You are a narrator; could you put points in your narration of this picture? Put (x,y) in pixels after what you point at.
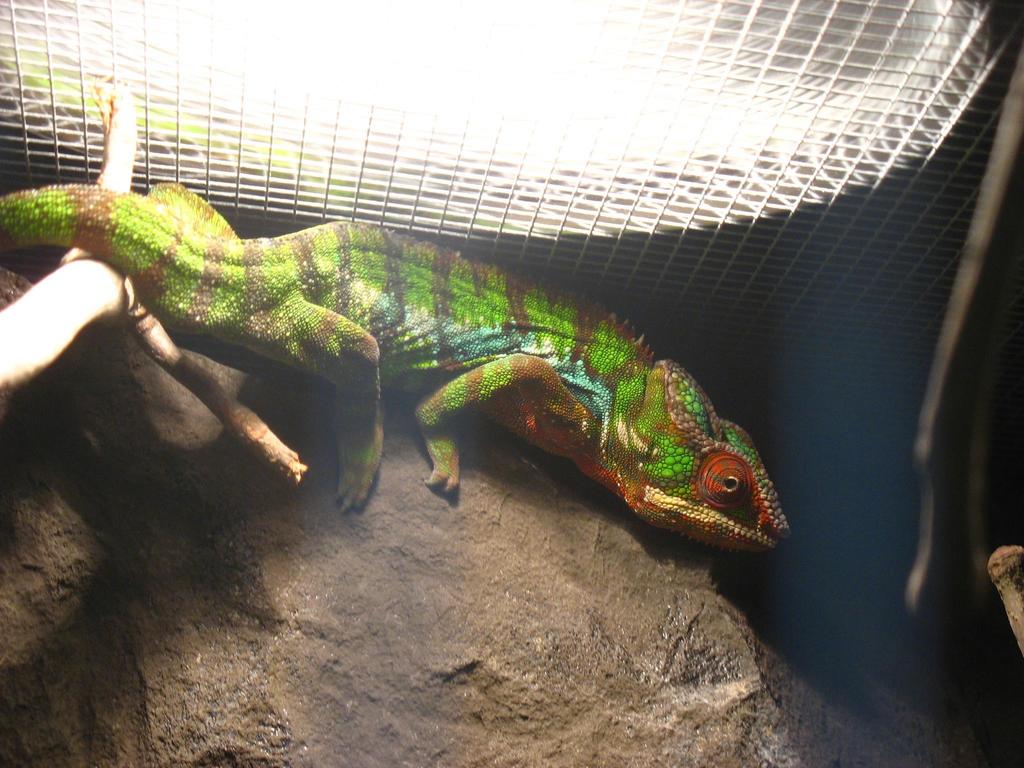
In this picture we can see a reptile (676,448) in the middle (354,340), at the bottom (524,581) there is a rock (533,517), we can see net (549,256) at the top of the picture (541,83).
